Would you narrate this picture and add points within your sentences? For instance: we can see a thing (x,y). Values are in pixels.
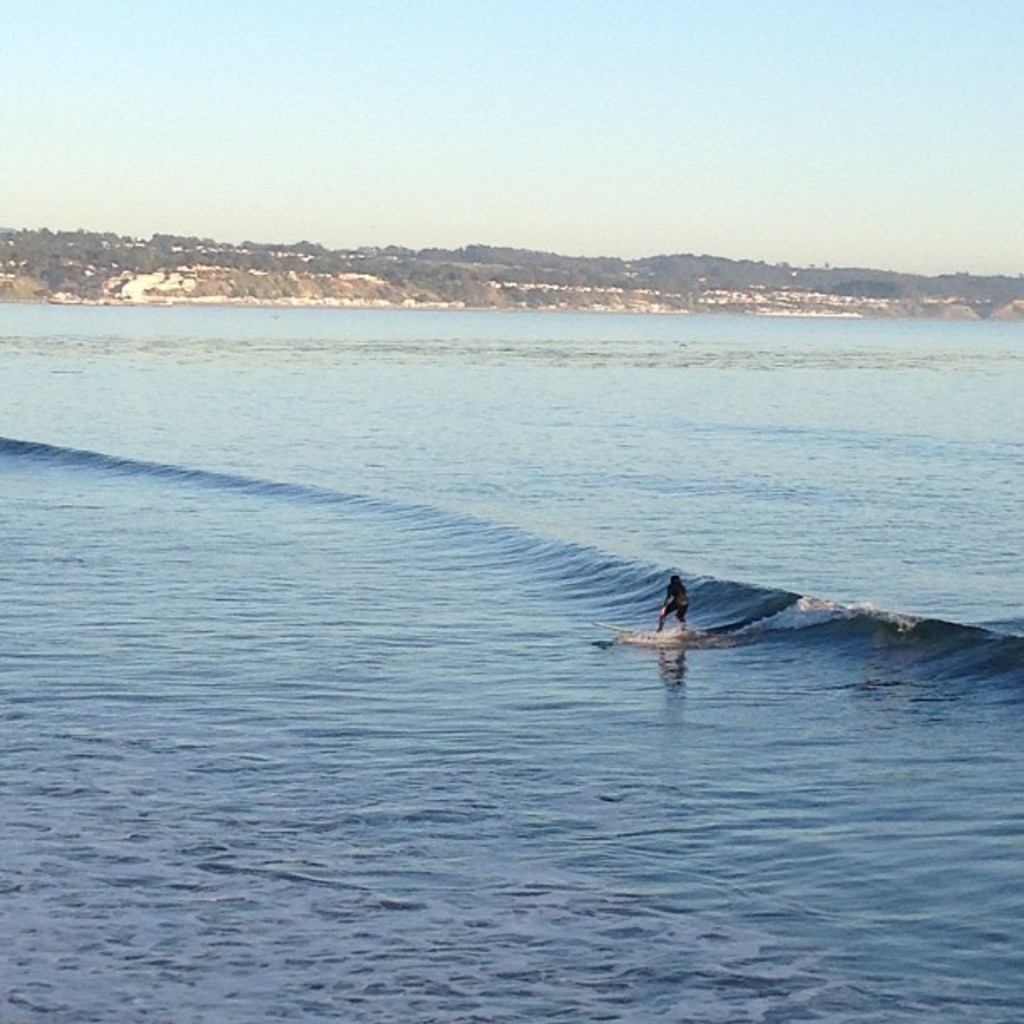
In the foreground of this picture (699,614), there is a person (682,610) surfing in the water (697,624). In the background (686,272), we can see trees (586,272) and the sky (554,87).
